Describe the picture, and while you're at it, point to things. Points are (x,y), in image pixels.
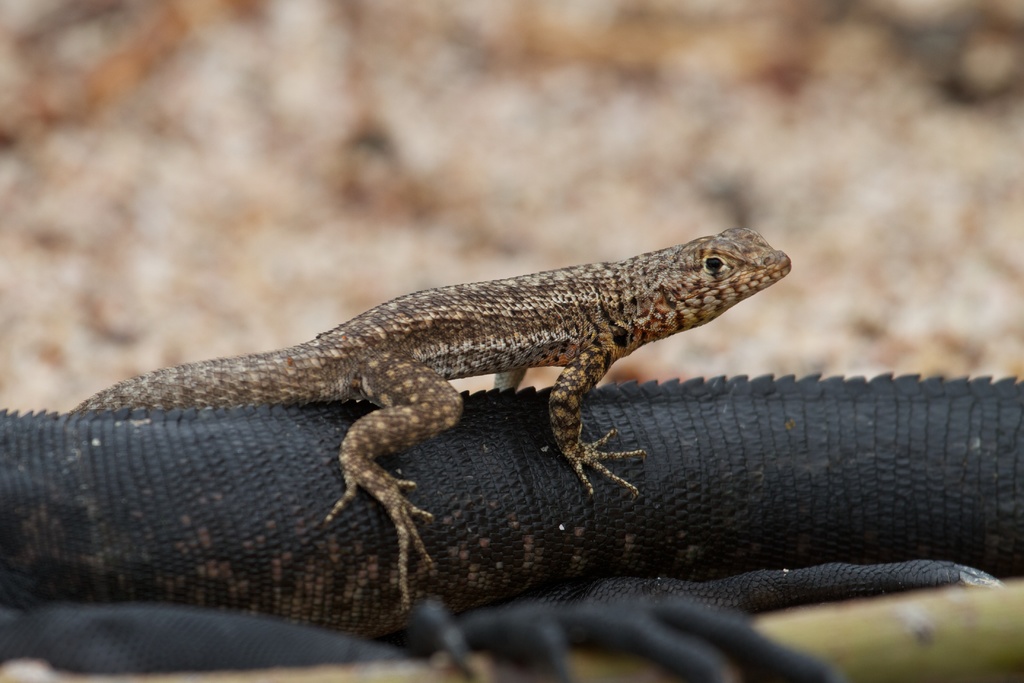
In the center of the image (393,422) we can see lizards (464,413).
